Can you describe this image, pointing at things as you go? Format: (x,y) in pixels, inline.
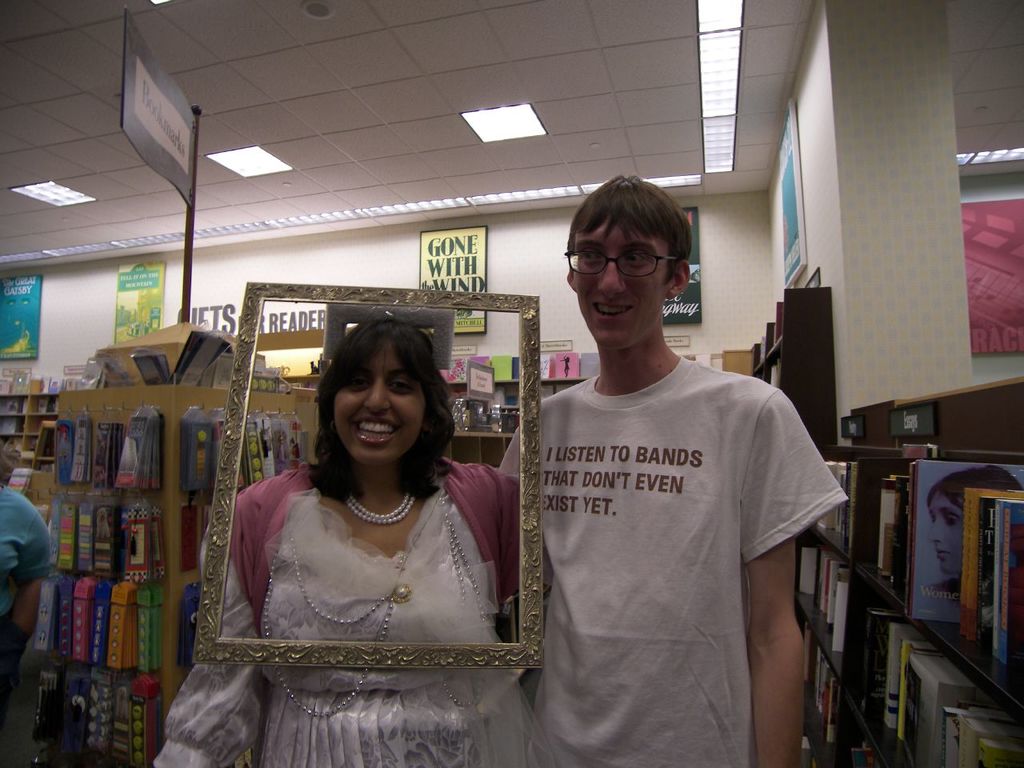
In this image we can see there are two people (760,697) posing for a picture and one among them has a photo frame (214,594) in front of her, behind them there are many racks (867,620) with books (893,721) and other objects (105,555) on it, there are a few posters (134,328) on the walls (498,232).
